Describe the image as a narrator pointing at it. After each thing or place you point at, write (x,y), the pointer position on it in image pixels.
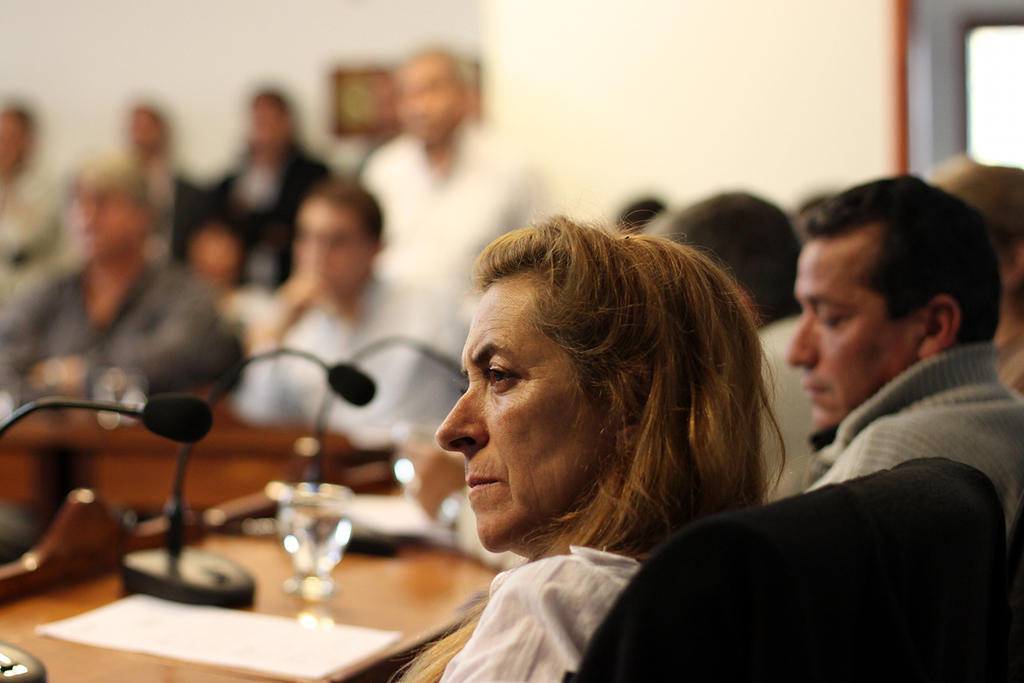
In this image, we can see a woman (644,534) is sitting on the chair (723,584). Background we can see a group of people (275,263). Few are sitting and others are standing. Here we can see wall (763,90). On the left side of the image (12,612), we can see a desk (376,651). On top of that there are few microphones (213,577), some objects (167,649) and glass (338,539).
